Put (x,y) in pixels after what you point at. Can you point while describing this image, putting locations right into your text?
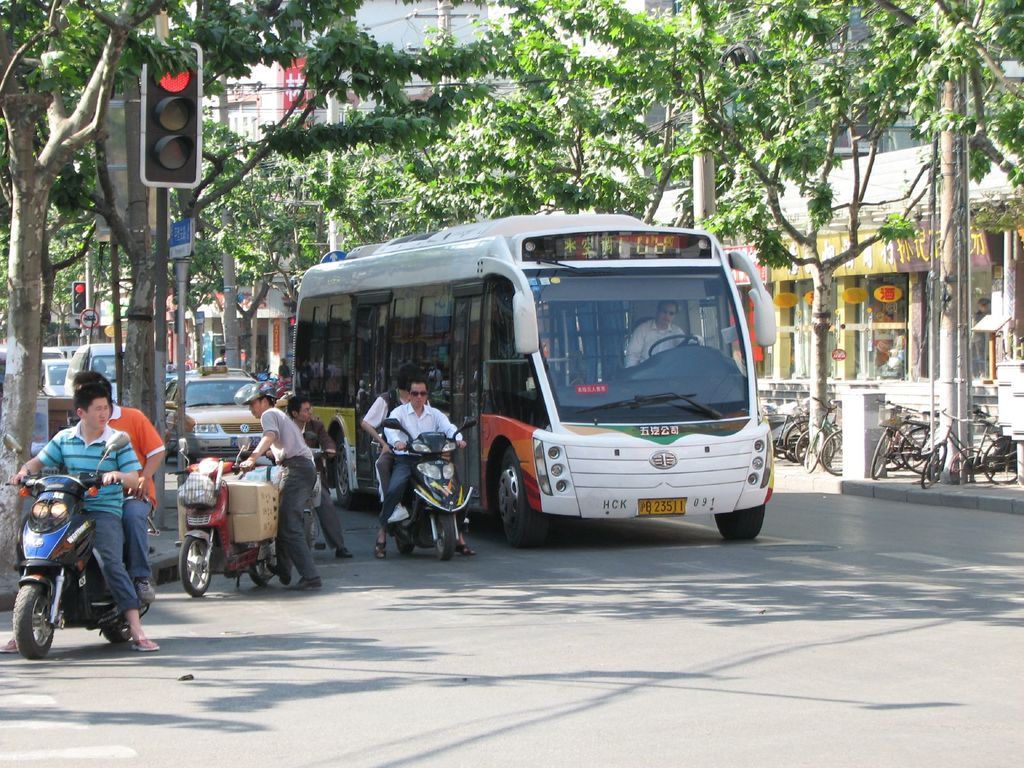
In this image I can see a bus (333,292), in the bus (333,292) I can see a person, on the left side (110,576) I can see there are few persons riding on bike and I can see a traffic signal light (192,159) visible on the left side (162,159) and trees (302,122) and buildings (827,237) visible in the middle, on the right side (820,430) I can see there are few bicycle s (897,417) parking on the road (235,640).
